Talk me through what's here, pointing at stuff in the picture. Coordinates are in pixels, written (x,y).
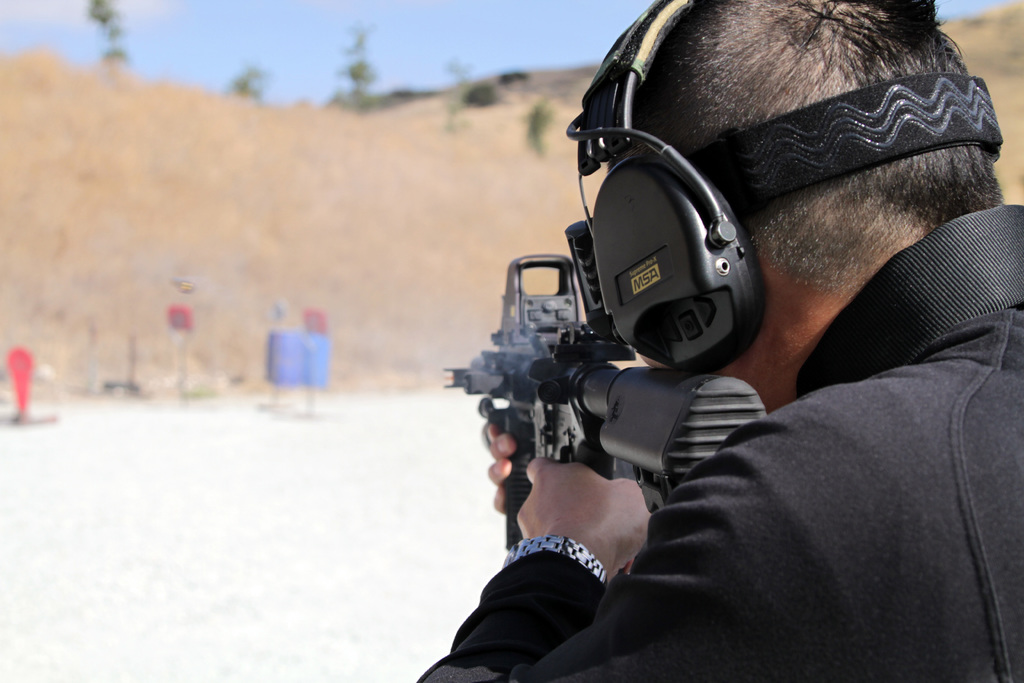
In this image in the foreground (865,397) there is one person (875,150) who is holding a gun (565,396) and shooting, in the background (229,367) there are some boards (282,356), grass (355,312), plants (427,91) and at the top of the image (378,40) there is sky (307,44). At the bottom (202,522) there is ground (255,573).
